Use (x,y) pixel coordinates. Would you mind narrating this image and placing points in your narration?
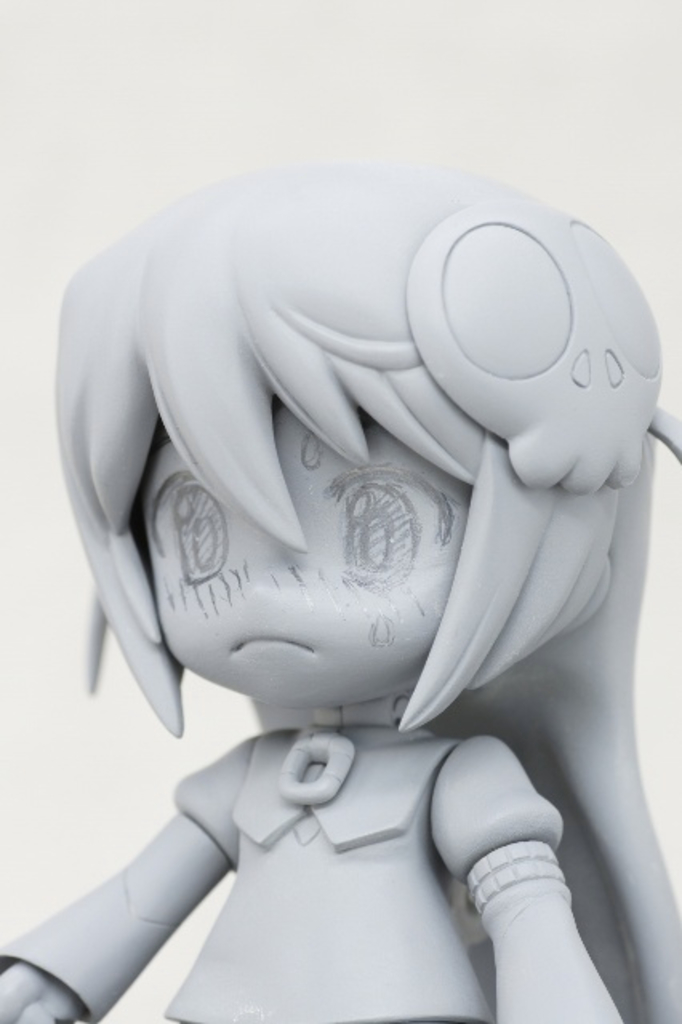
In this image there is a cartoon character (320,711).
